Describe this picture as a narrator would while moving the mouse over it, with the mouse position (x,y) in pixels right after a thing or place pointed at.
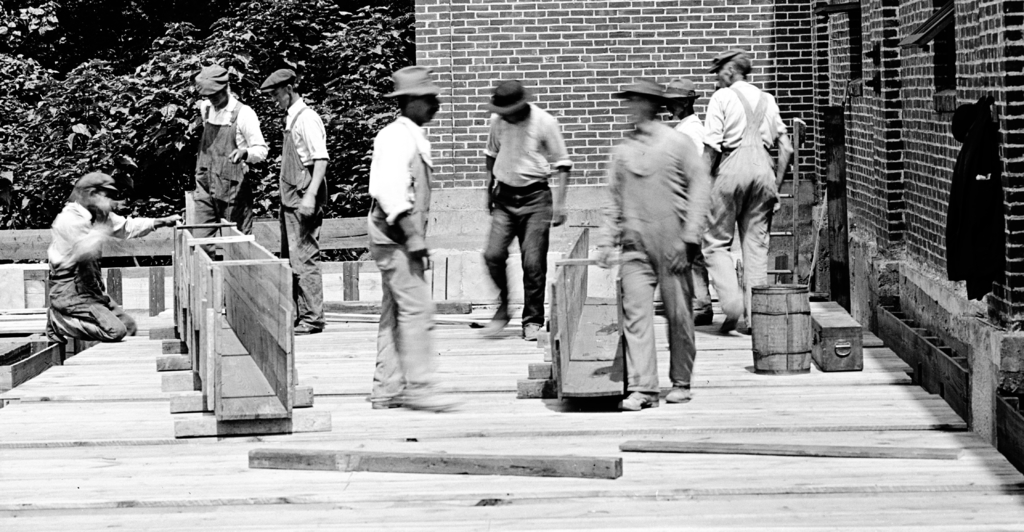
This is black and white picture where so many workers (182,223) are working on wooden thing (302,343), background (98,57) trees (105,68) and walls (929,104) are there.
